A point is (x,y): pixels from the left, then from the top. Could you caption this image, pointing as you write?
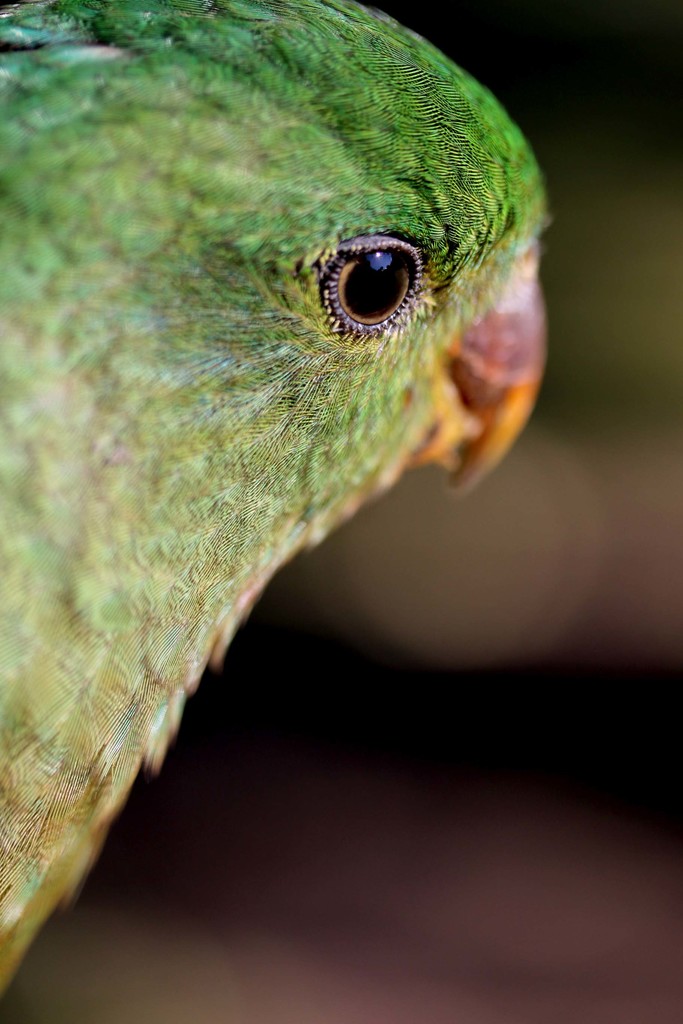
There is a zoom-in picture of a face (326,303) of parrot (266,383).
